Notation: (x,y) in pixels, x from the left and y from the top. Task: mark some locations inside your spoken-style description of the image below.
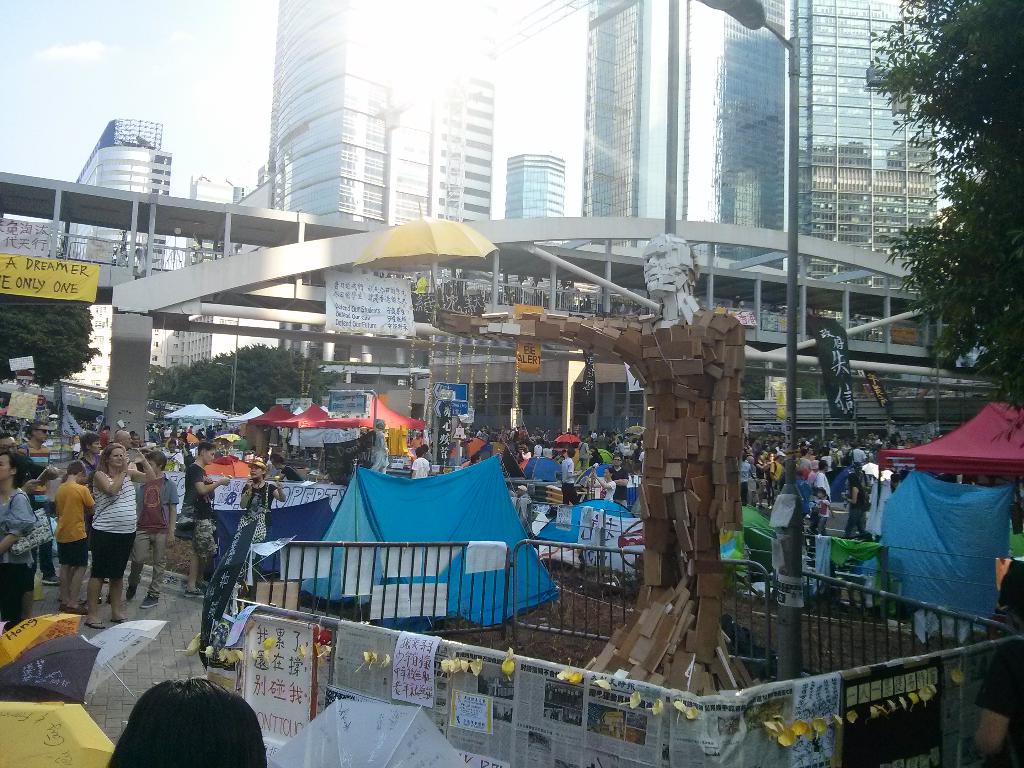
There are groups of people (117,473) standing. These are the tents (950,509). I can see the umbrellas (381,756). These look like the barricades (482,578) with the posters (519,704) attached to it. I think this is a sculpture (677,482). These are the buildings (481,96) with the glass doors (737,120). I can see the banners (58,293) hanging. These are the trees (298,363). On the right side of the image (921,462), that looks like a canopy tent (970,457).
